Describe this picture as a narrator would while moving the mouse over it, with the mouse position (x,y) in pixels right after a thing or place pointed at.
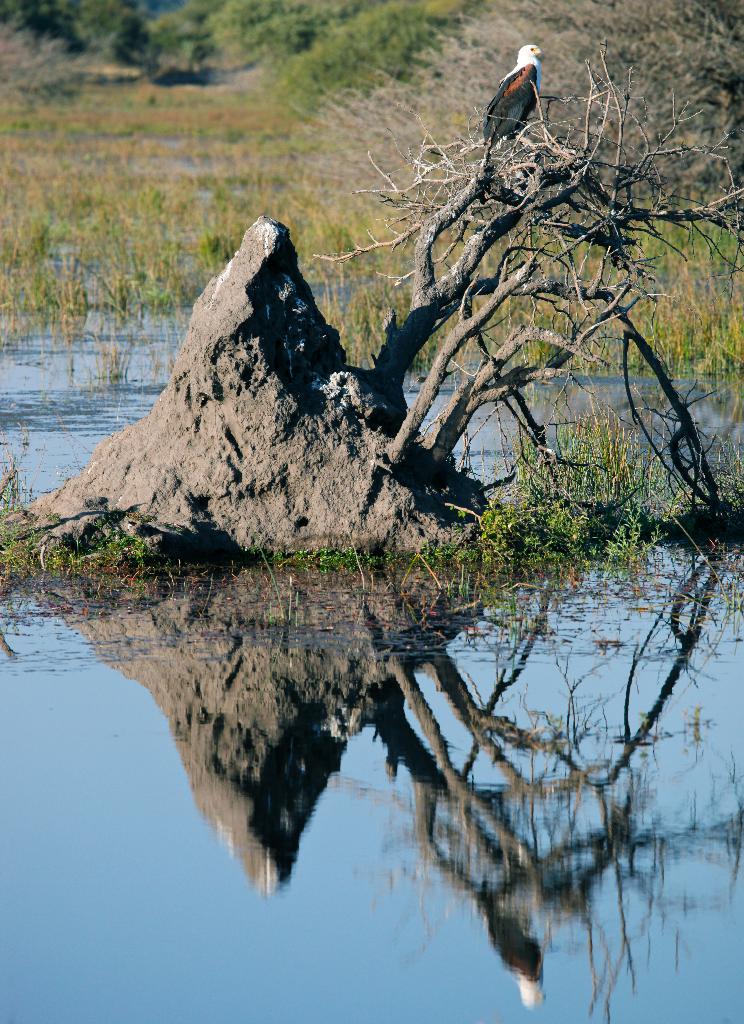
In this image we can see water (219,822), bird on a plant (382,393) and a rock (265,390). In the background (182,206) we can see plants (322,107).
